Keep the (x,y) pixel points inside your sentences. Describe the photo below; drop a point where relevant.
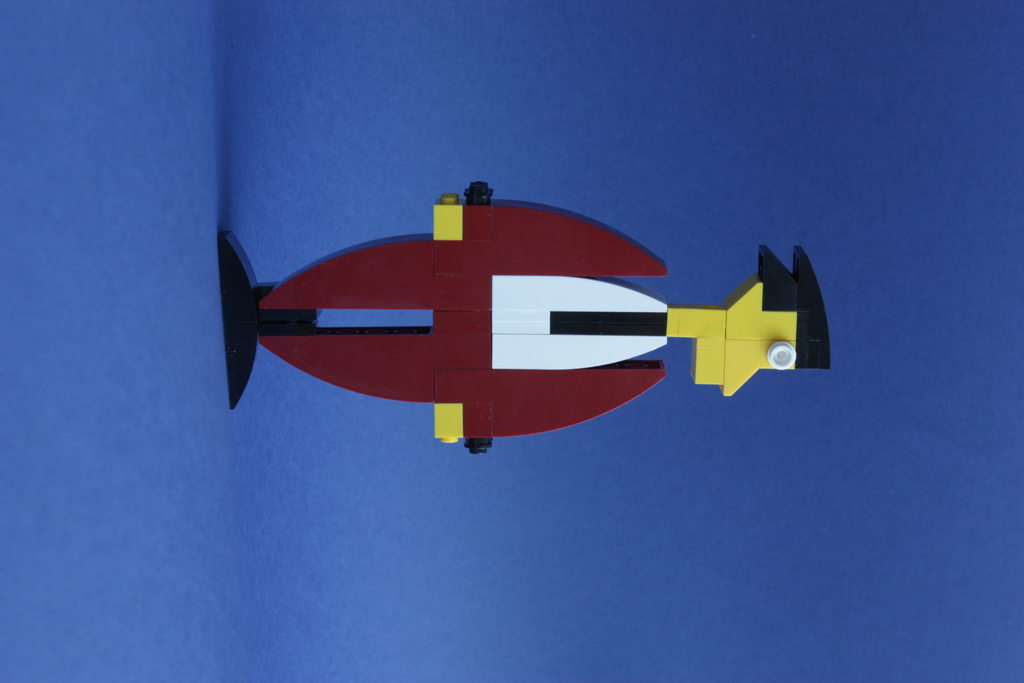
In this image I see a thing (502,252) which is of white, maroon, yellow and black in color and it is on the blue surface (155,206).
